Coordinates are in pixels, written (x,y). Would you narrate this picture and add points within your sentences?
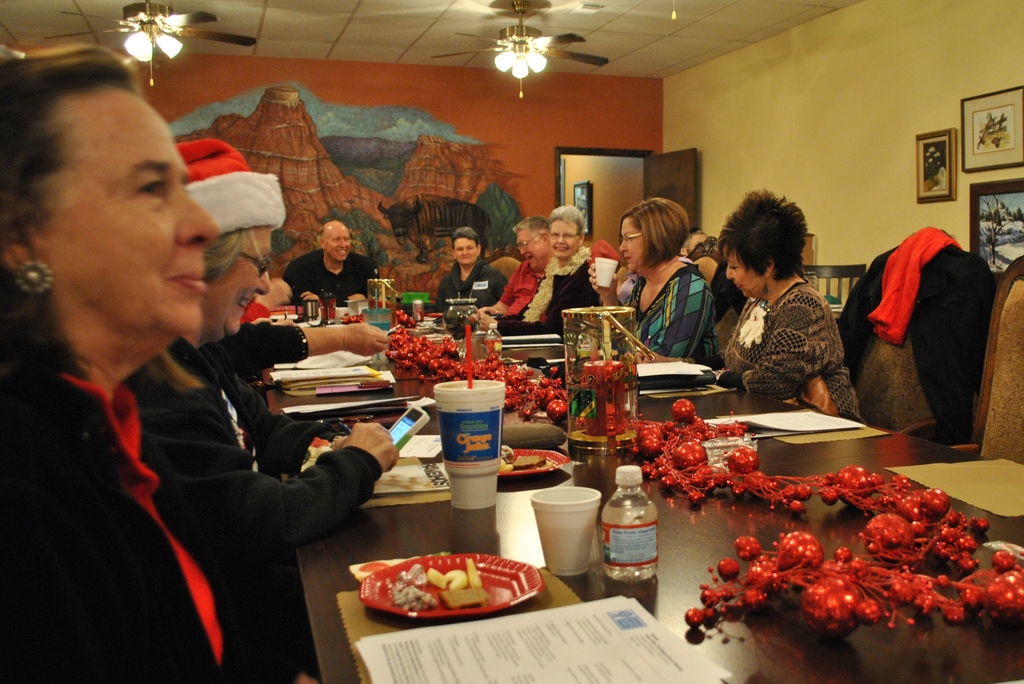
In this image, we can see people (756,210) sitting on the chairs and some are wearing glasses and coats (282,333) and one of them is wearing a cap (202,178) and holding a mobile (402,430) and we can see some clothes (921,287) on the chair (909,379). At the bottom (637,519), there are bottles (632,535), cups (368,316), paper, plates (462,564) and some food items (527,466) and some other objects (790,532) on the table (799,615). In the background (964,127), there are lights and some frames (974,142) on the wall (628,138) and there is a door (670,191).
